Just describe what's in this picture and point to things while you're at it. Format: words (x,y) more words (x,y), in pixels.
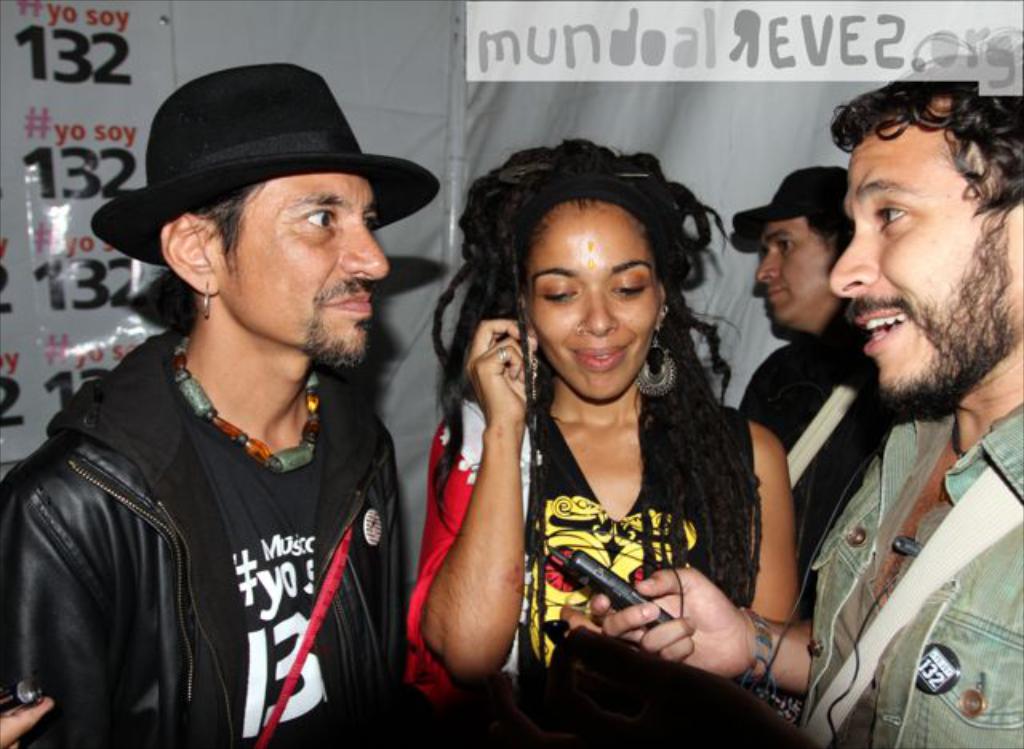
In this picture I can see there are three people (696,587) standing and the people (447,405) at left (76,450) are wearing black coats (119,694), dresses (580,533), caps (267,124). They are smiling and in the backdrop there is a man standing and he is also wearing a cap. There is a wall (435,28) in the backdrop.
